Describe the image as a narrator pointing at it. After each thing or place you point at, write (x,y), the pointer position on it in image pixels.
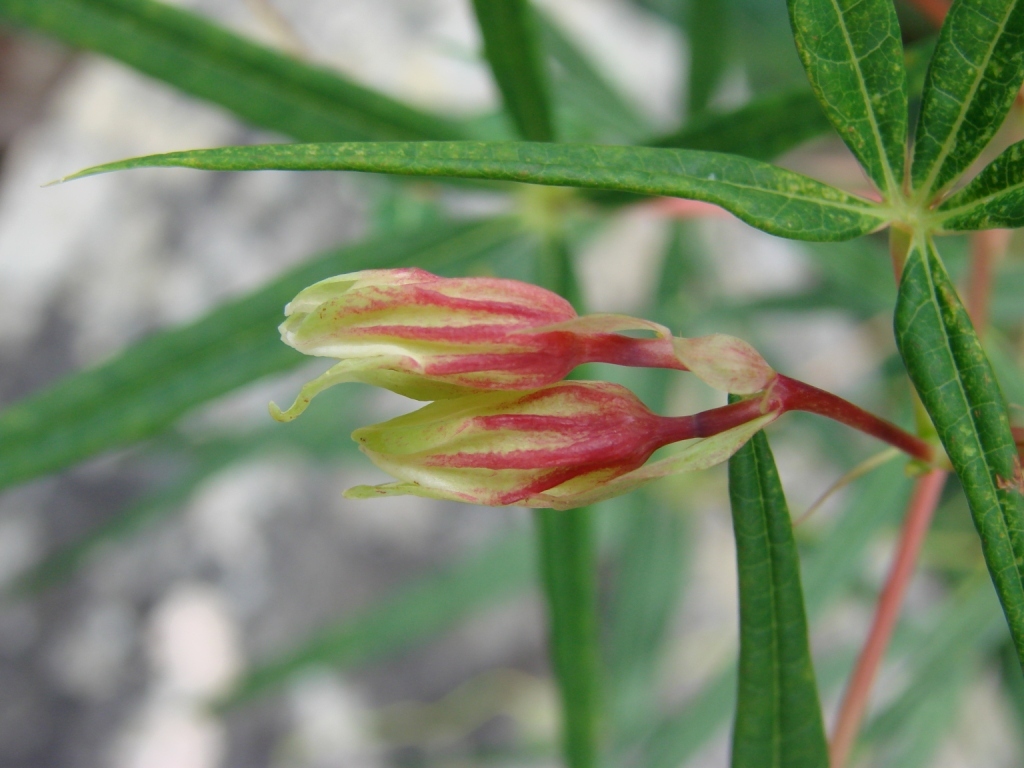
There is a plant (786,765) having flowers (405,302) and green color leaves (898,143). And the background (288,588) is blurred.
